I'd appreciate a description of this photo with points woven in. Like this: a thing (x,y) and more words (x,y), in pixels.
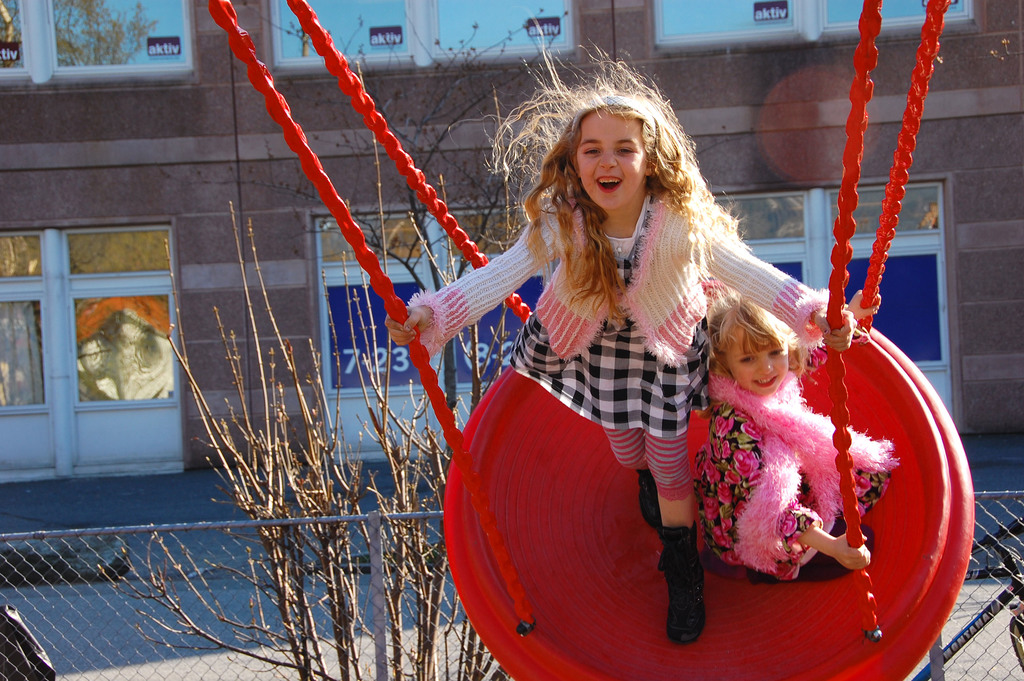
In this image two kids (715,439) are in the swing (496,417). Bottom of the image (45,560) there is a fence (348,569). Behind there are few plants (329,593). Background (140,127) there is a wall (262,307) having doors (27,376) and windows (893,3).
